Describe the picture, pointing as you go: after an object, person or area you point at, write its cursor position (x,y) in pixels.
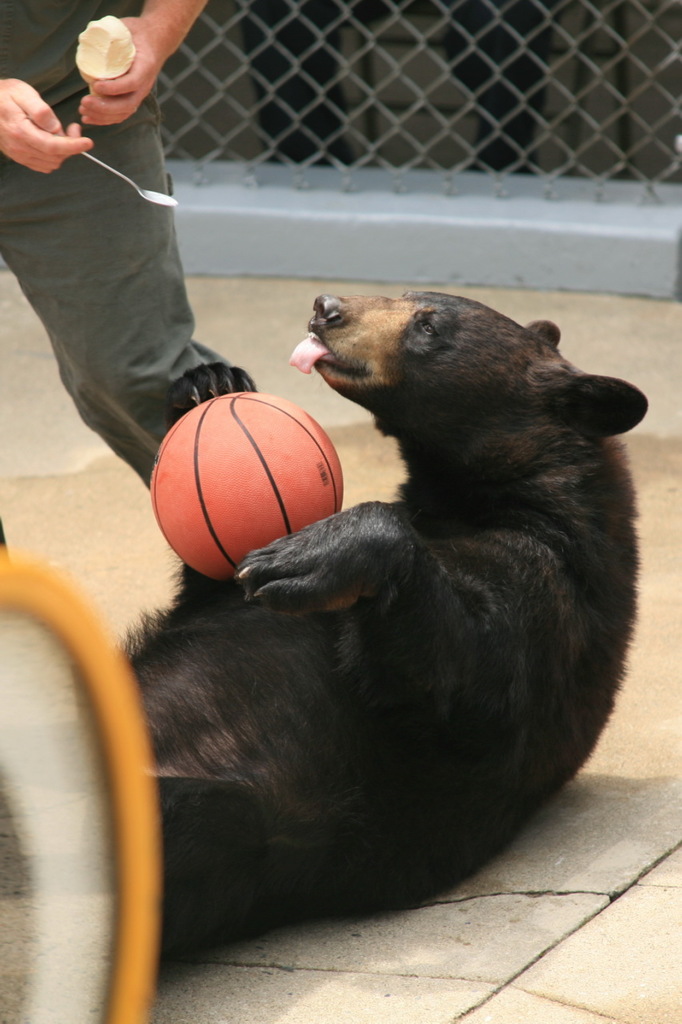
In the center of the image (439,641), we can see a bear (455,691) lying on the floor (546,868) and we can see a ball (203,466). In the background (86,142), there is a person (105,138) holding a spoon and a cone ice cream (115,63) and we can see a rod (137,944) and there is a mesh (324,145).
